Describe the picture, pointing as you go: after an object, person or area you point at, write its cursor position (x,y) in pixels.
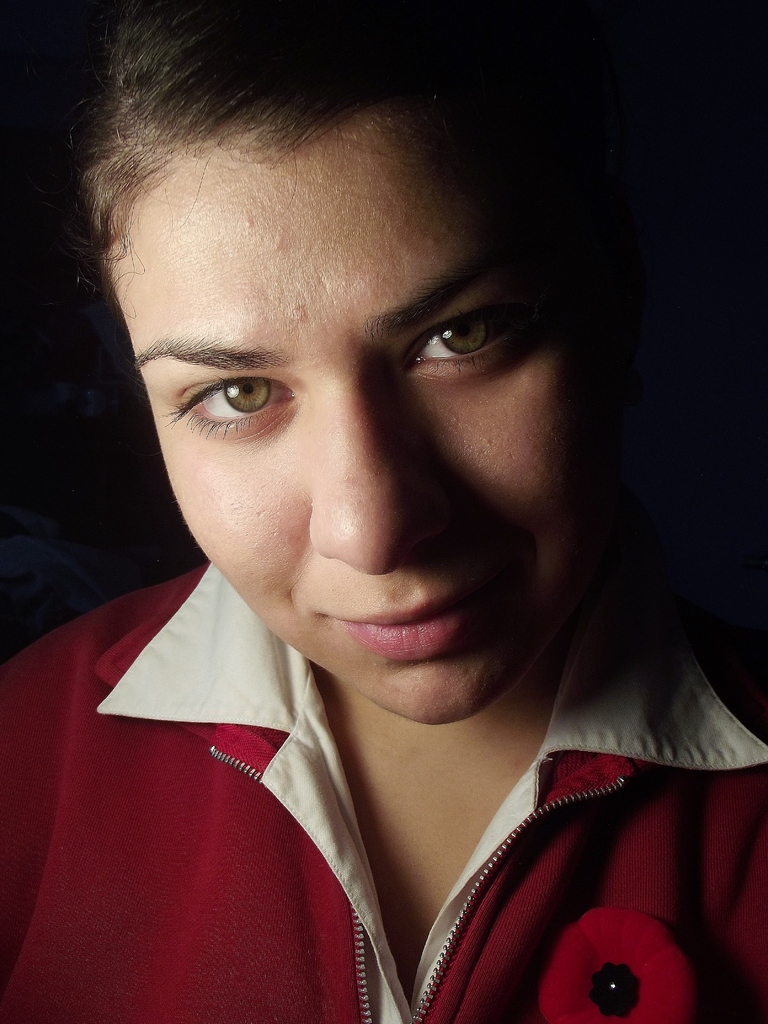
In this picture I can see a woman (332,571) is wearing a red color dress (163,835). The woman (139,917) is smiling.
